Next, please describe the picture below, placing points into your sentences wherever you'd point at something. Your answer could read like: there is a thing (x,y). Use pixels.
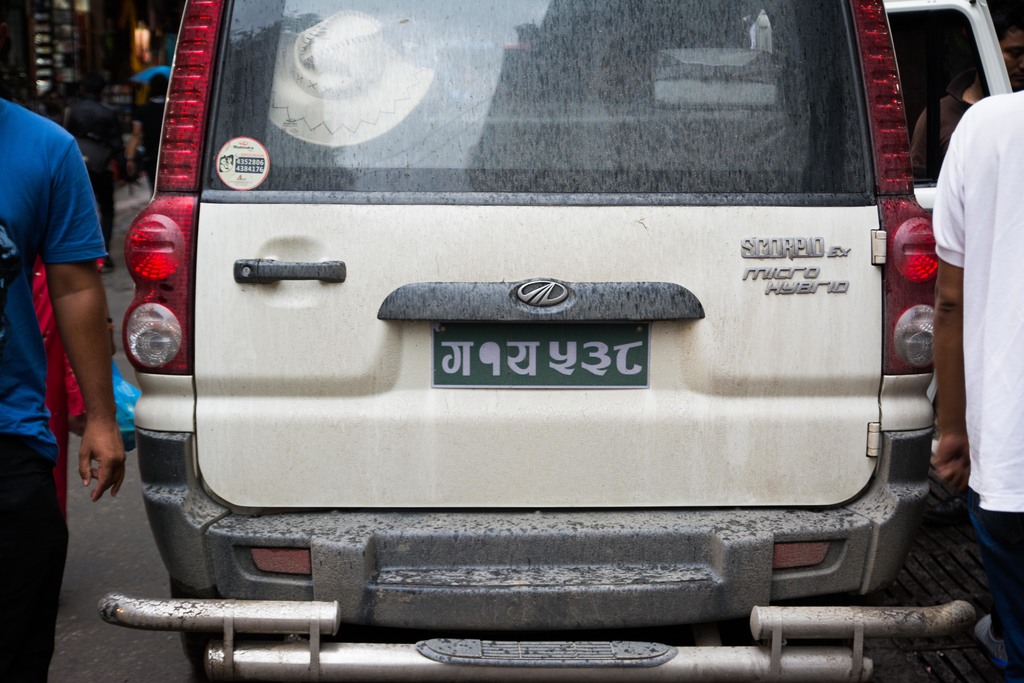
Here I can see a car (374,482) on the road (115,576). On the right (997,411) and left sides of the image I can see few people (997,269) are walking. In the background (65,73) there is a building (89,39) and few people (111,149) are walking on the road (117,277).
